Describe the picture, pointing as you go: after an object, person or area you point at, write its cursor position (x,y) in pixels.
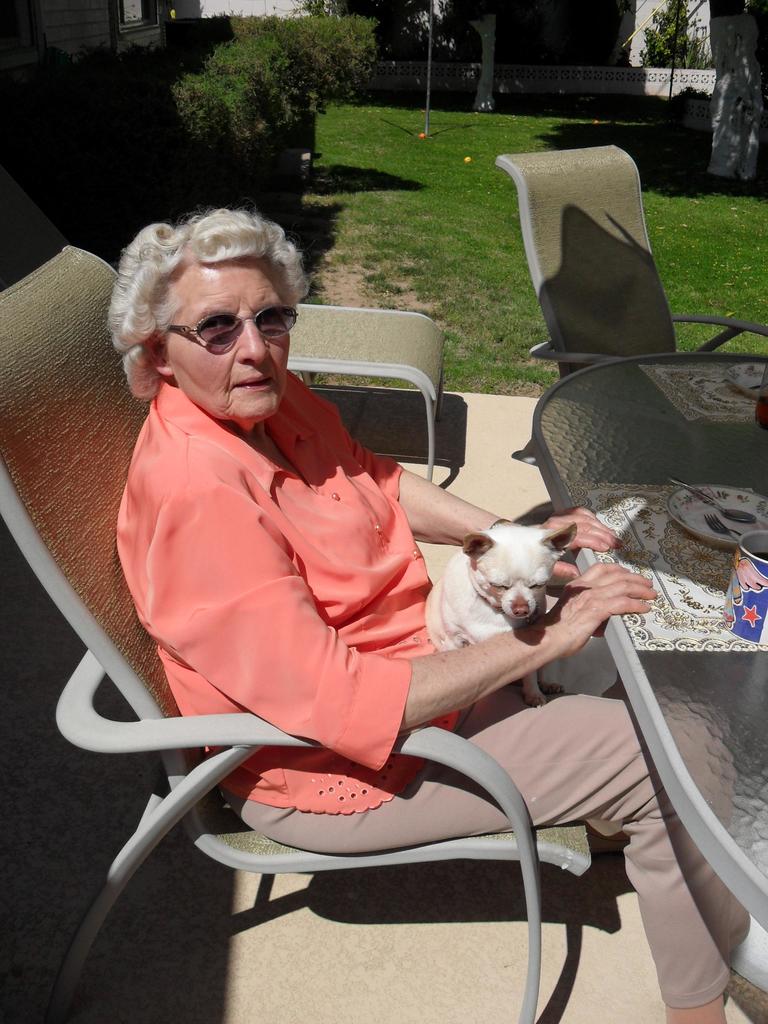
Here we can see a woman (239,509) who is sitting on the chair (58,414). This is dog (480,624) and there is a table (707,448). On the table (721,737) there is a plate (707,535) and this is jar (737,608). Here we can see some plants (265,42). And this is grass (423,201).
